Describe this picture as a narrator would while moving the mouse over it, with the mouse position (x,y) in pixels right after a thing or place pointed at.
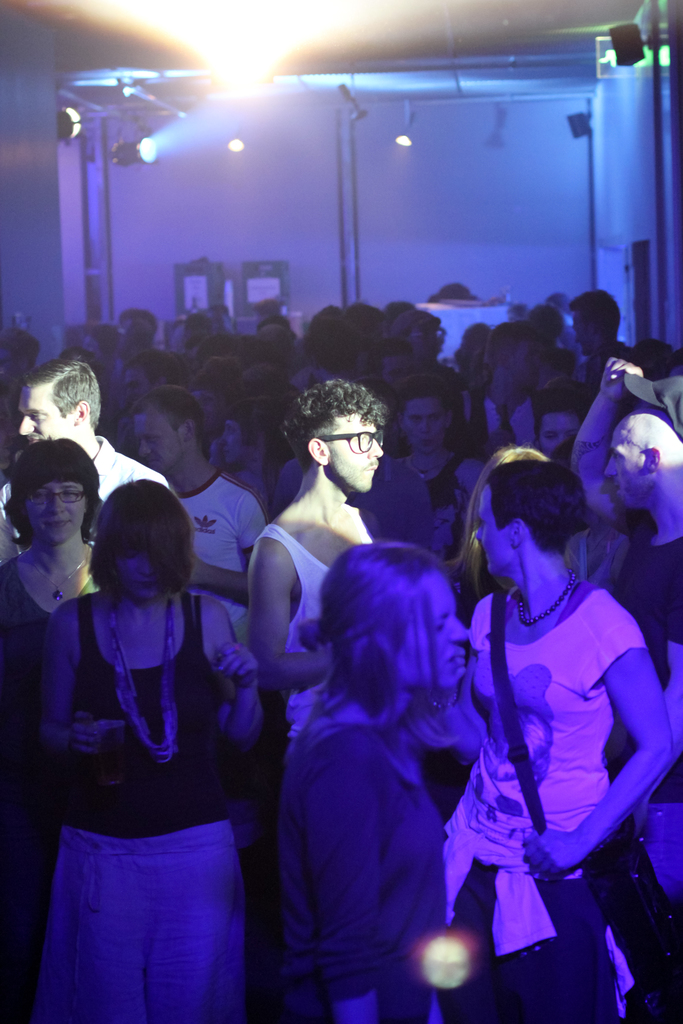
In this picture there are people (218,399). In the background of the image (187,140) we can see wall (136,194), focusing lights (406,141) and objects (342,256).
